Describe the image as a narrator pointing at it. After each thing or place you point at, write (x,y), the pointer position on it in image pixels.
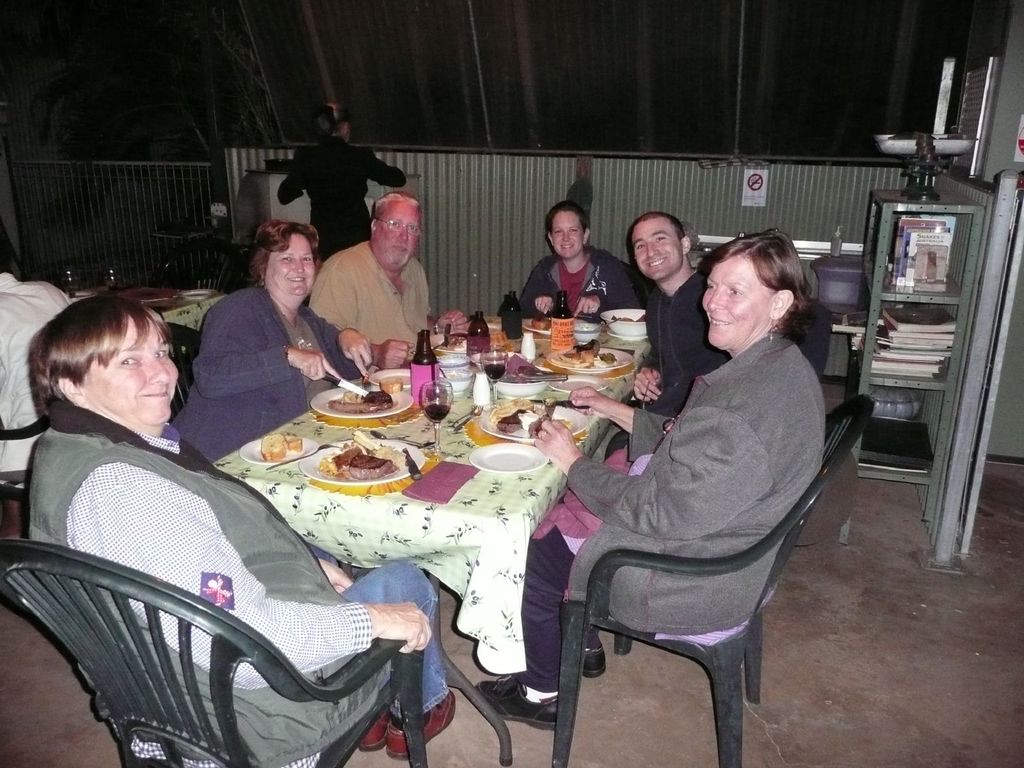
It seems to be the image is inside the restaurant (825,495). In the image there are group of people (685,429) sitting on chair (706,574) in front of a table (551,497), on table (447,510) we can see a cloth (421,431), food (364,466), plate (339,480), drink (436,407), glass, bottle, knife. On right side (907,255) there are some books (903,326) on shelf (901,293), on left side (302,180) we can see a woman (332,180) standing in background (439,177) there are some metal fence (201,217) and a door (980,171).
